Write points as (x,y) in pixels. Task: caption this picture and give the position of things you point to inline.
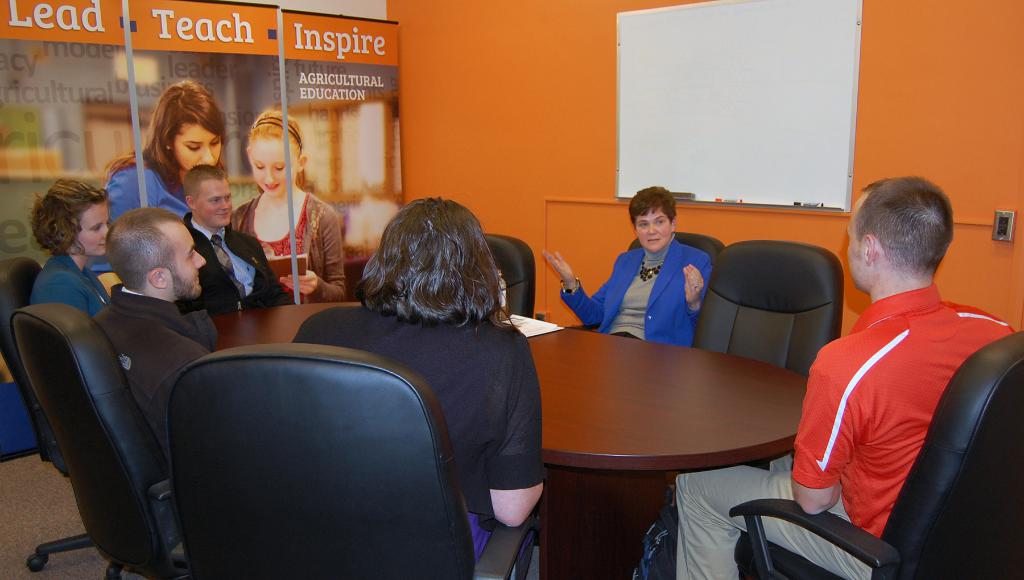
In this picture there are people (227,246) sitting around a brown color circular table (555,337), in the background (522,136) there is an orange wall (528,148) and poster (317,102) to the left side (204,106).
